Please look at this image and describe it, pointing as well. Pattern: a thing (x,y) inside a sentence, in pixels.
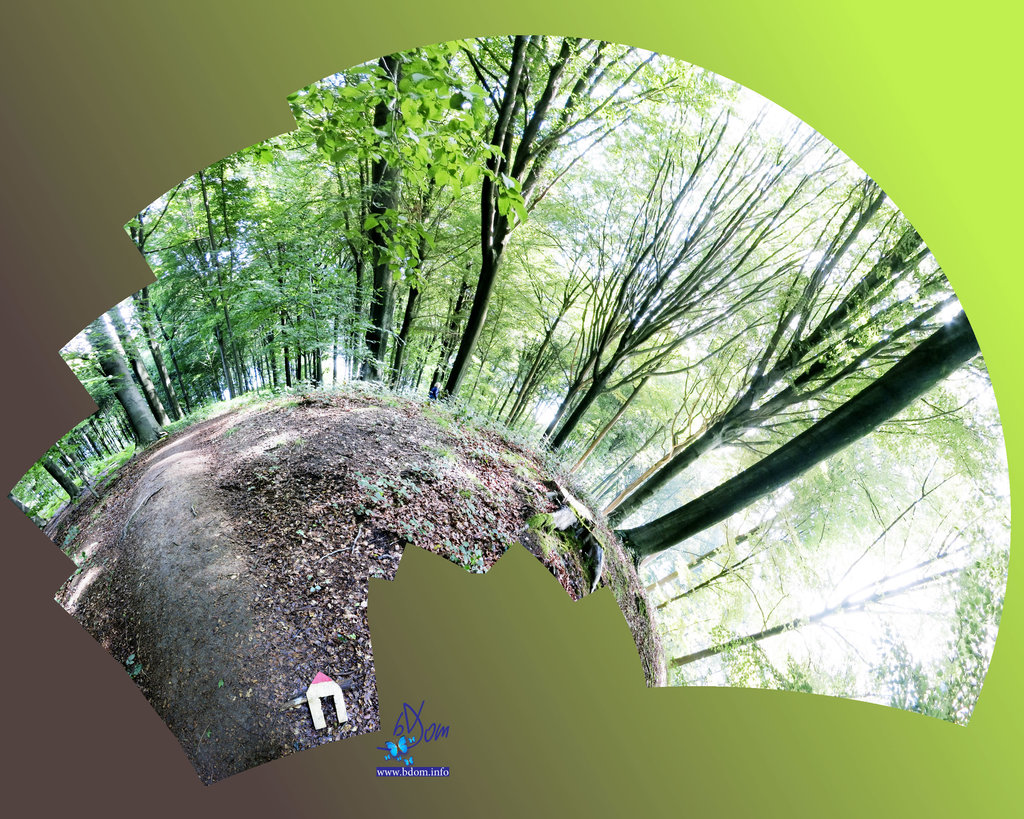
In this image we can see the trees (55,452) everywhere on the ground (433,471) and the ground (359,596) is looking like round.
